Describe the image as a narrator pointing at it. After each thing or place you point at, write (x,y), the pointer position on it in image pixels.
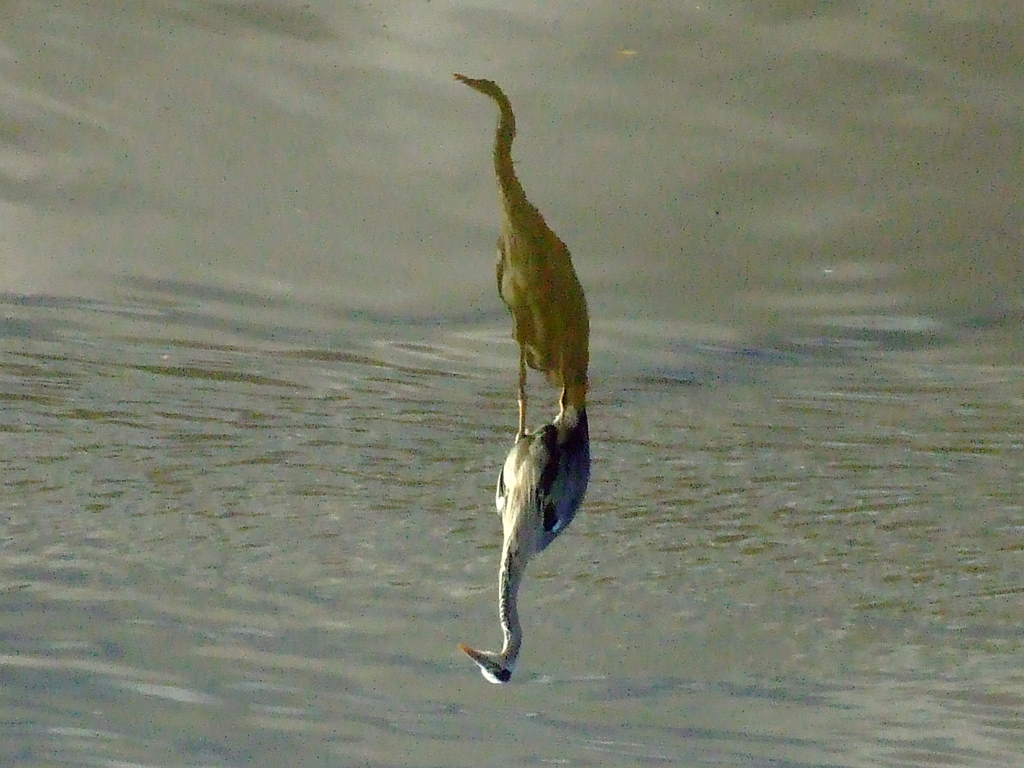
In this image we can see a bird (501,656) and water (286,432).
